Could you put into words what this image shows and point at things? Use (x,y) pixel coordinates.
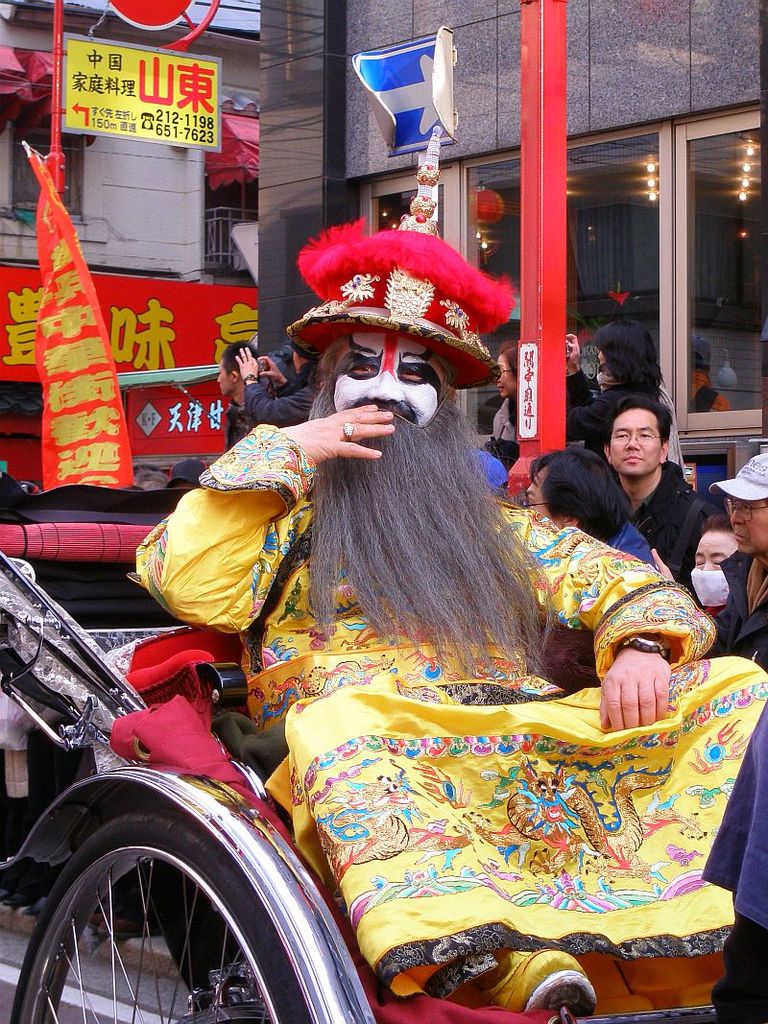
In this image, we can see a person (484,666) wearing costume (535,733) and sitting on a cart (272,805). At the bottom of the image (215,941), we can see the wheel (114,1002) and road (127,1008). In the background (666,347), there are people (752,658), banner (61,456), boards (178,121), poles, buildings (135,196), walls (154,210), glass objects (519,221) and few things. Through the glass (722,215) we can see lights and few things (584,248).
